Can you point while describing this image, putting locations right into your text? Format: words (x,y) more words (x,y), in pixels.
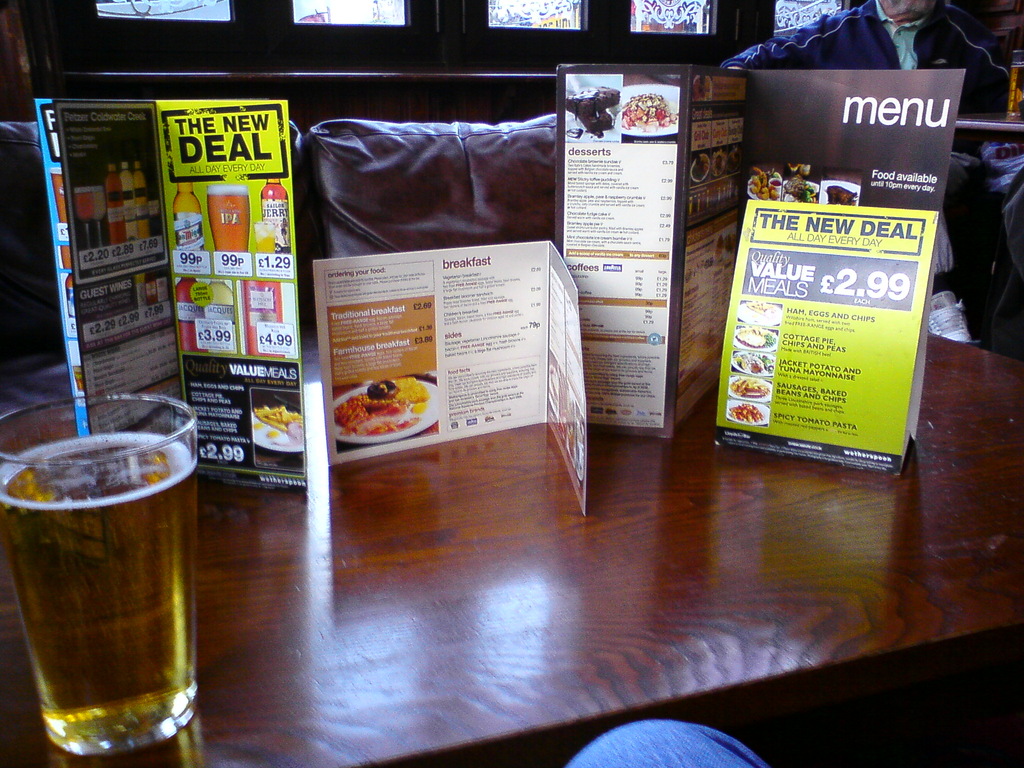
In this picture I can observe a table (525,545) in the middle of the picture (406,483). I can observe menu cards (432,375) and a glass (102,487) placed on the table (545,560).
